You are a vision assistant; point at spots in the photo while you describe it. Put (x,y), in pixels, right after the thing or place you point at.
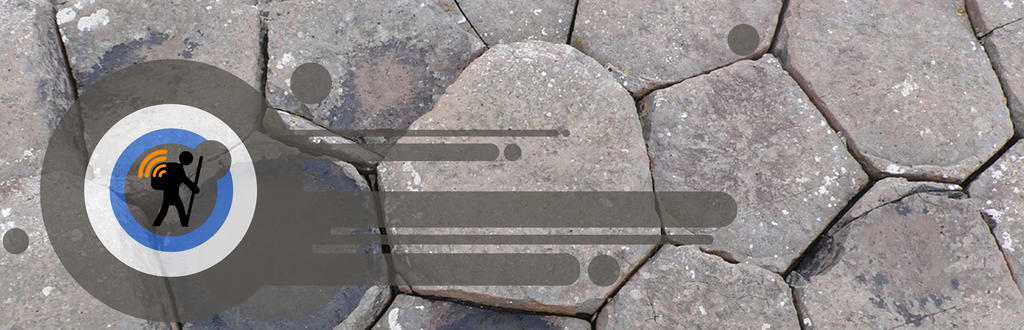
In this image I can see the surface (611,101) which is ash, white and black in color. I can see a digital art (266,138) on the image of a person (168,197) which is black in color.
